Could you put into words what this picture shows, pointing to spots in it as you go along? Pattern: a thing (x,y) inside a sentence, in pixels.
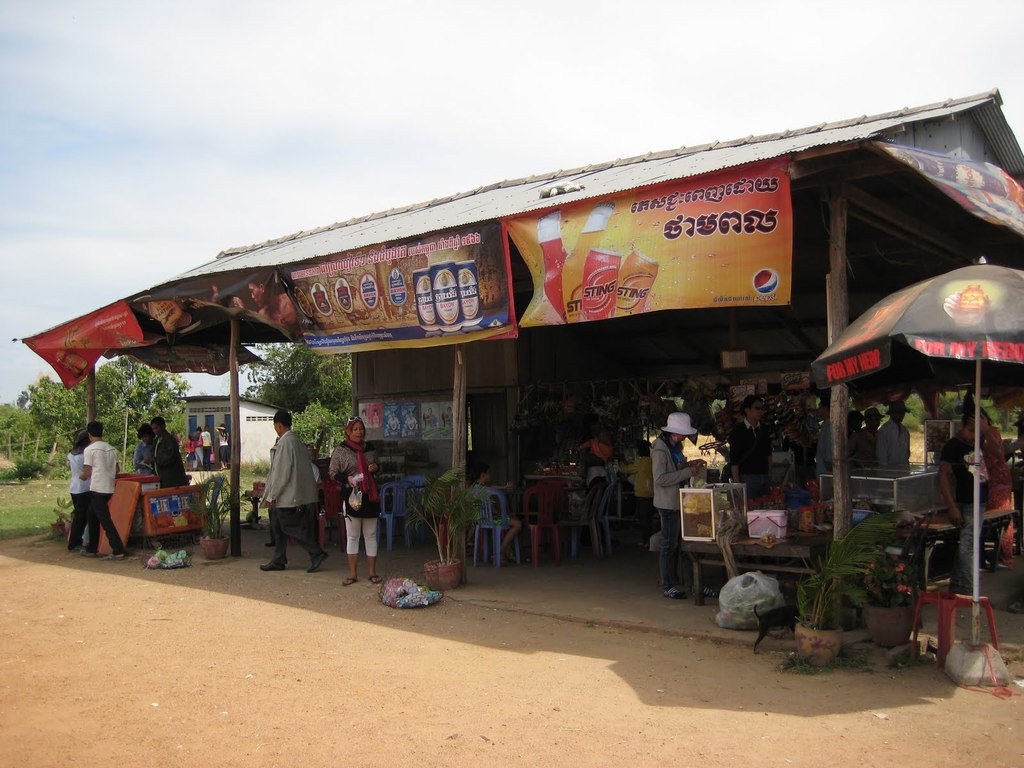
At the bottom (259,715) we can see the ground (449,759) and there is a shop (739,326) where we can see few persons (678,492) are standing and walking on the ground (633,552) and we can see chairs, banners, an umbrella (838,351) and other objects (125,488). In the background (220,447) we can see trees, few persons (223,466) standing at the washroom (224,460) on the left side (223,430) and clouds (412,133) in the sky (436,31).
